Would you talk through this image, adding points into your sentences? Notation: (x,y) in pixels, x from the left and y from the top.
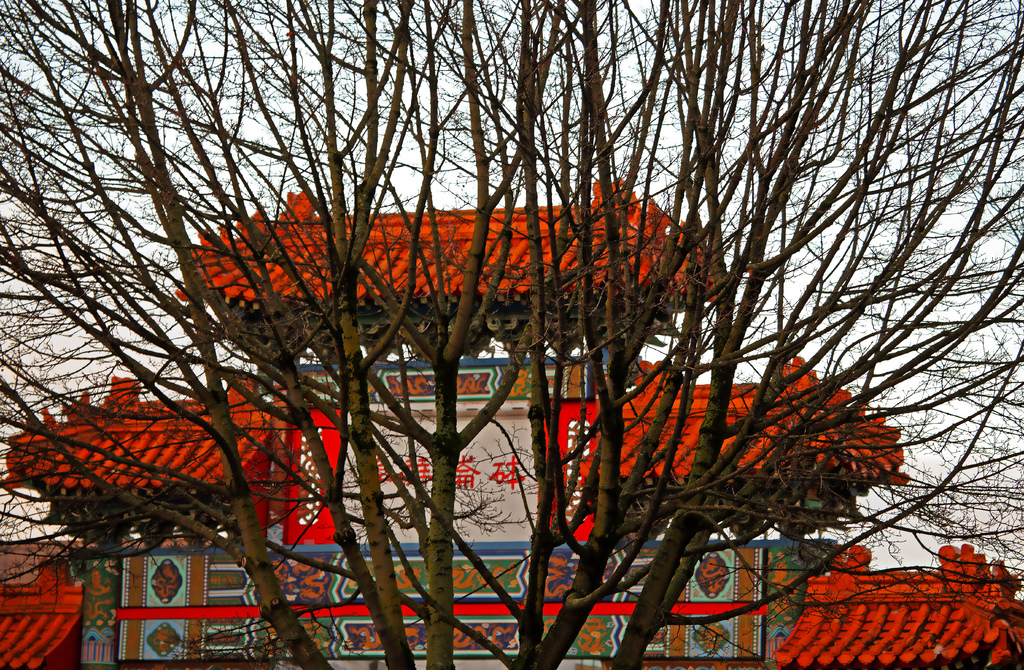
In this image, I can see a building (142,596) and a tree (183,413) with branches (782,415) and stems (769,369). In the background (266,142), there is the sky (409,173).
